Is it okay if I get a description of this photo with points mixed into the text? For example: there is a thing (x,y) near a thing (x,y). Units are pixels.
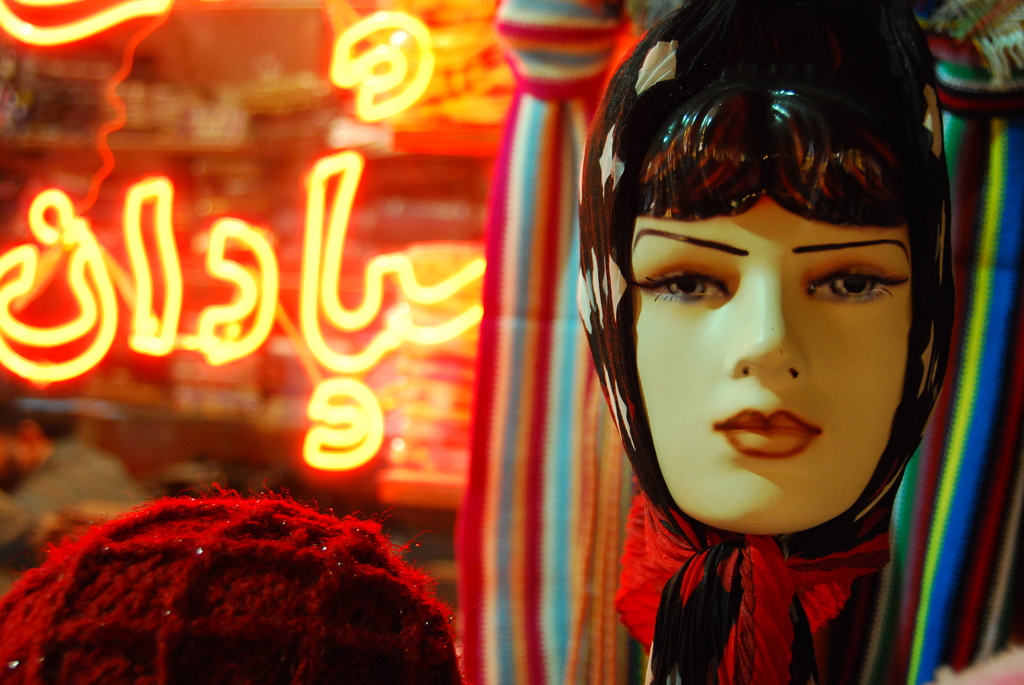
In this picture we can see a female mannequin head (642,176) and other objects (165,578). We can see the text (99,334) and lights (119,19). Background (13,386) is blurry.
